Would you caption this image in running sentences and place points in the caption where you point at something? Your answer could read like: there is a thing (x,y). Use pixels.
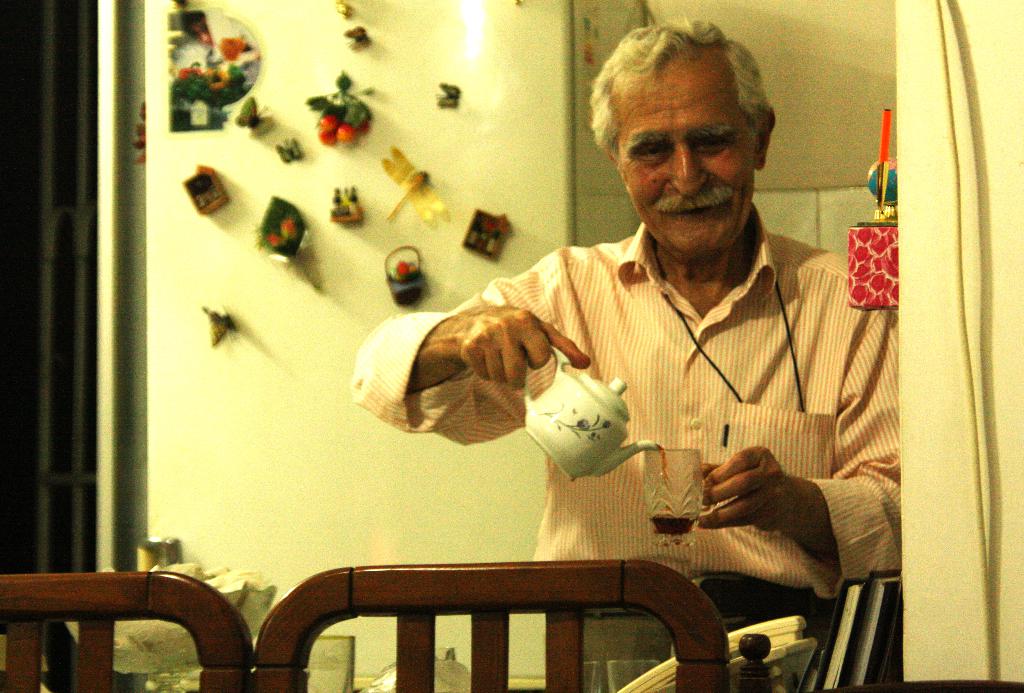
The picture seems to be clicked inside the room (320,292). On the right (801,265) we can see a man (661,327) wearing shirt (690,374) holding some objects (673,470) and standing. In the background (421,197) we can see there are some objects (326,117) attached to the wall (554,62) and we can see some objects (830,670) seems to be placed on the top of the table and we can see some other objects (798,657).
